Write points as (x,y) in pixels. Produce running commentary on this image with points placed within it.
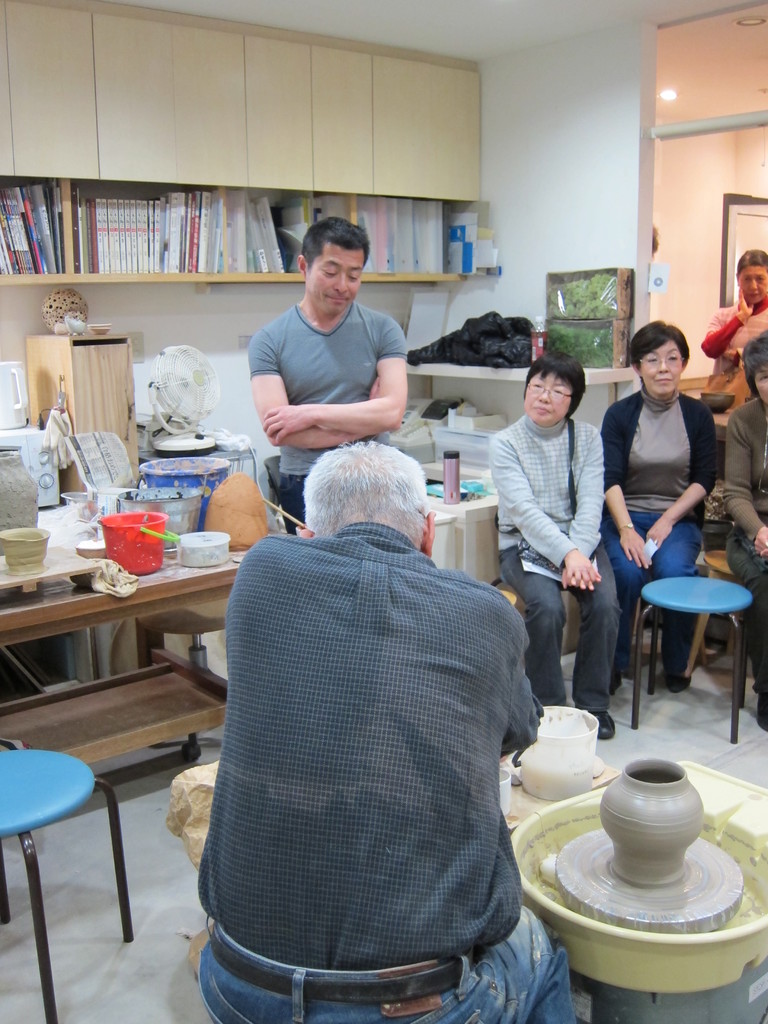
On the background (546,138) we can see a wall (535,159) and books (366,216) are arranged in a sequence manner in a rack (280,220). On the table (105,594) we can see a tub (127,519), pot (30,554), water bottle (458,480). We can see persons (610,466) sitting on chairs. One man (370,347) is standing near to this man (372,750). These are pots (635,873).
